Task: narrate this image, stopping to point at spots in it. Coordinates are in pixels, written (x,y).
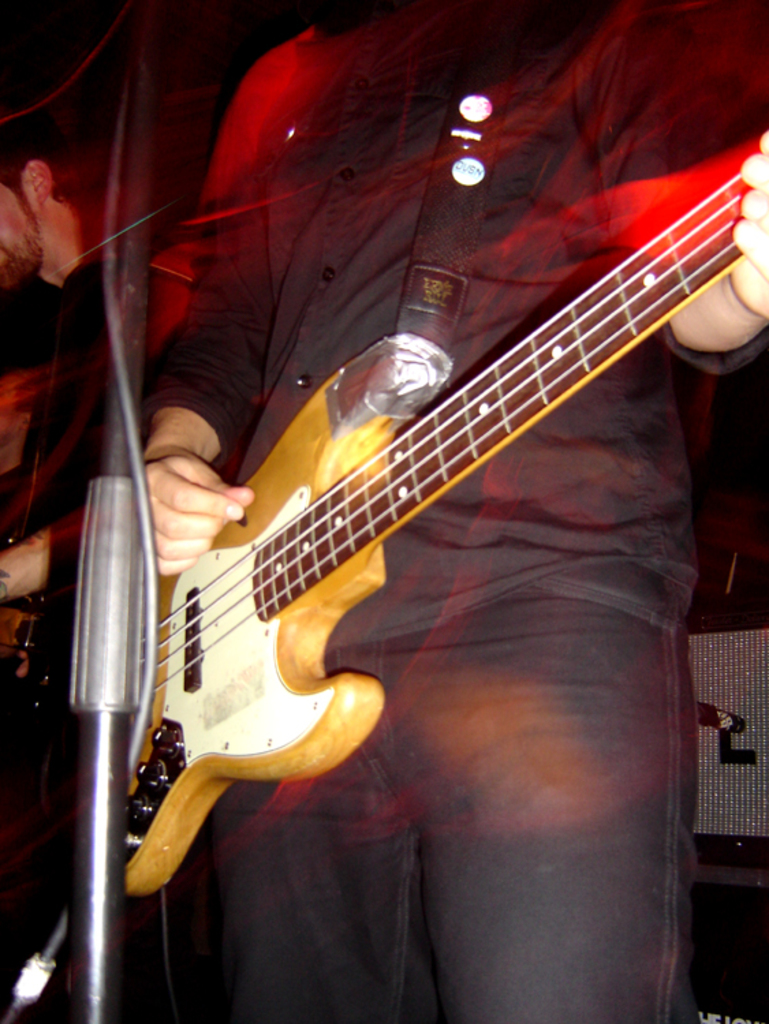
In the image in the center (496,585) we can see one person (473,310) standing and playing guitar (354,426). In front of him, we can see stand (78,605). In the background (42,423) there is a wall (757,527) and one person (23,304) standing.
